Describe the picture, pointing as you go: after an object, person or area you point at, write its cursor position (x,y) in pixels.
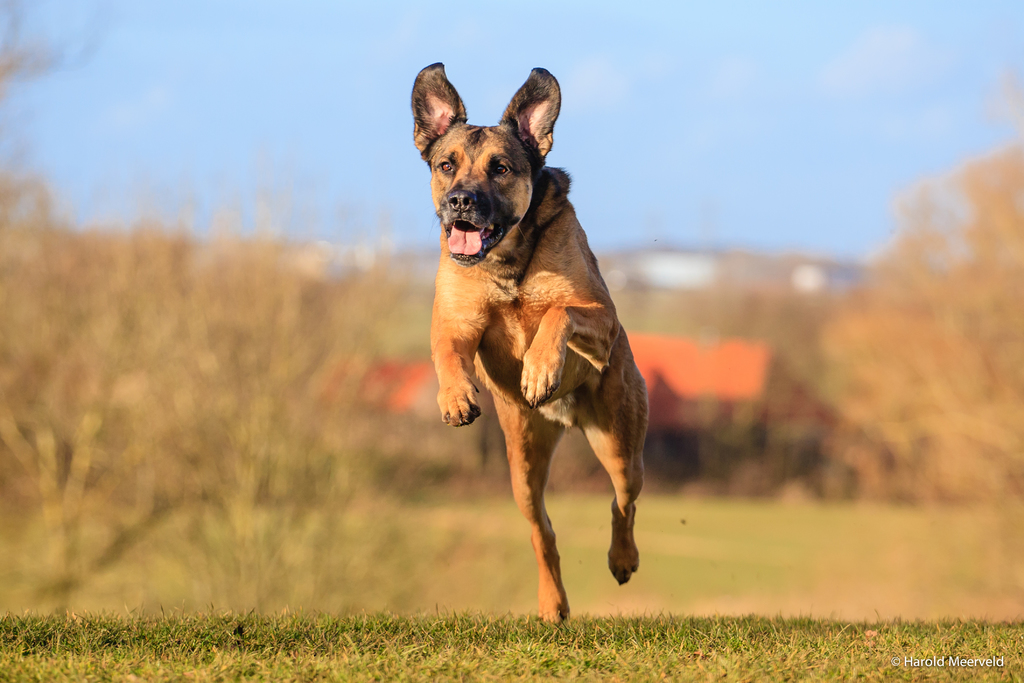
In this picture there is a dog (570,282) who is running on the ground (723,605). In the background (997,428) I can see the buildings (703,283), mountains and trees (870,311). At the top (754,90) I can see the sky (673,58) and clouds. At the bottom (550,642) I can see the grass (435,667). In the bottom right corner (897,658) there is a watermark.
